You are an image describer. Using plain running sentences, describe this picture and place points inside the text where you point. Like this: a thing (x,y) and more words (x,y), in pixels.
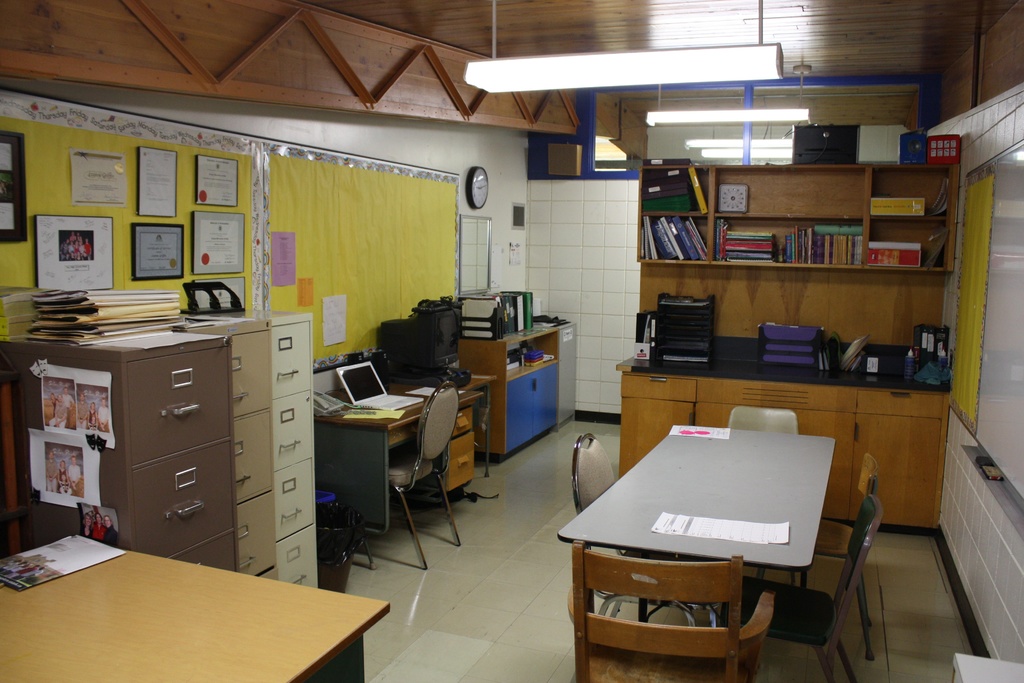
In this image there is cupboard (133,485), papers (63,475) stick to cupboard (130,527), book (68,563) in the table (48,588), chair (618,623), laptop (381,384) in the table (330,419), notice board (422,250), frames (216,191) attached to the board (214,173), clock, book (705,207), rack (768,213), lights (707,156).
